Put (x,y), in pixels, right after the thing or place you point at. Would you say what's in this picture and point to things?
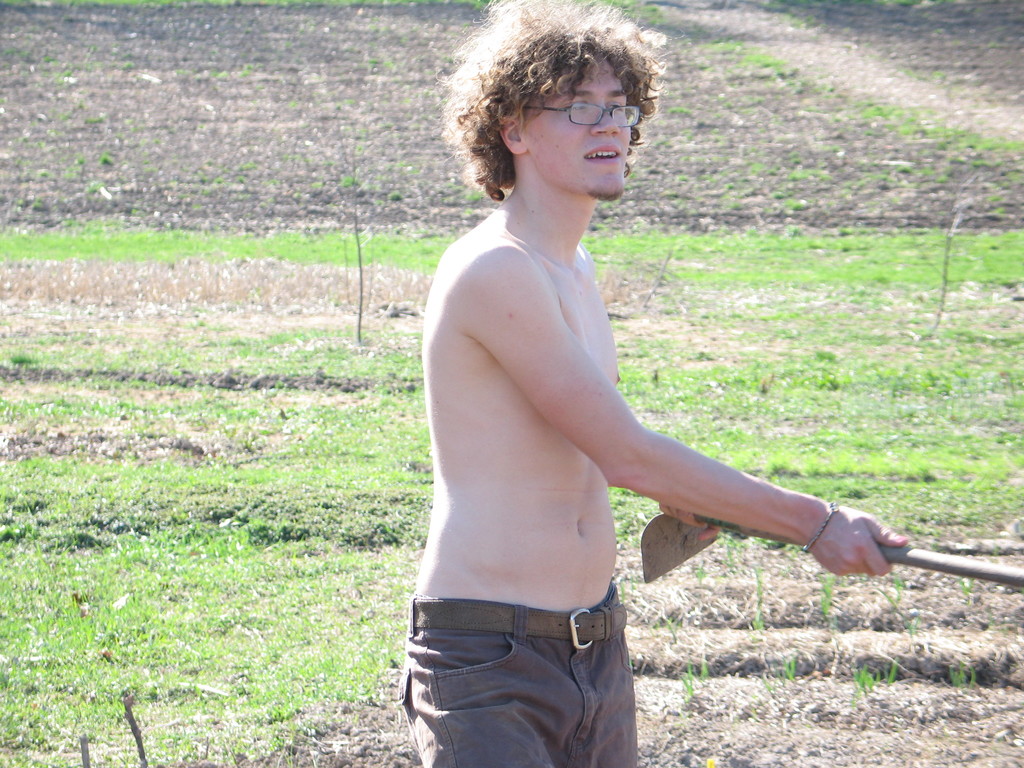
In this image we can see a person (522,30) holding a object (668,540) in his hand (823,539). At the bottom of the image (218,603) there is grass (220,579).
